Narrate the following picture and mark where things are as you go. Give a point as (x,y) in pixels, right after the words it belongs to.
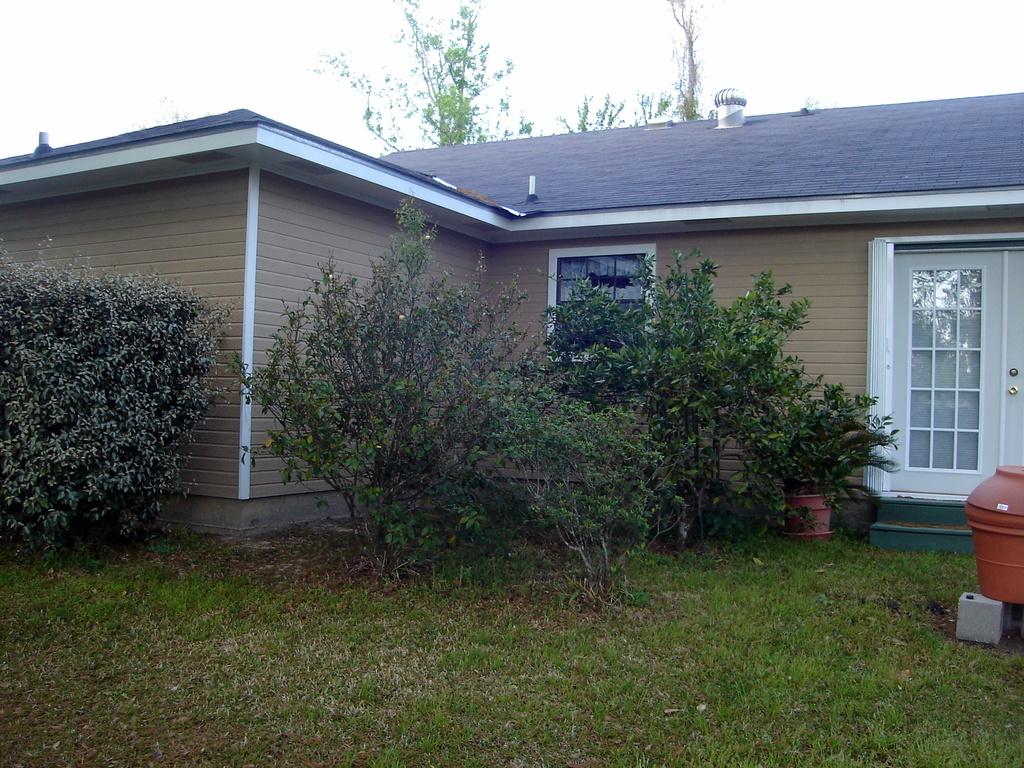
This is an outside view. At the bottom of the image (419,724) I can see the grass (283,688). On the right side (995,532) there is a pot (995,544) which is placed on the bricks (990,616). Here I can see few plants (445,435) and a houseplant (809,484). At the back of these I can see a house (664,212) along with the window (631,266) and a door (948,348). At that top of it, I can see the sky (242,88) and few trees (451,107).
